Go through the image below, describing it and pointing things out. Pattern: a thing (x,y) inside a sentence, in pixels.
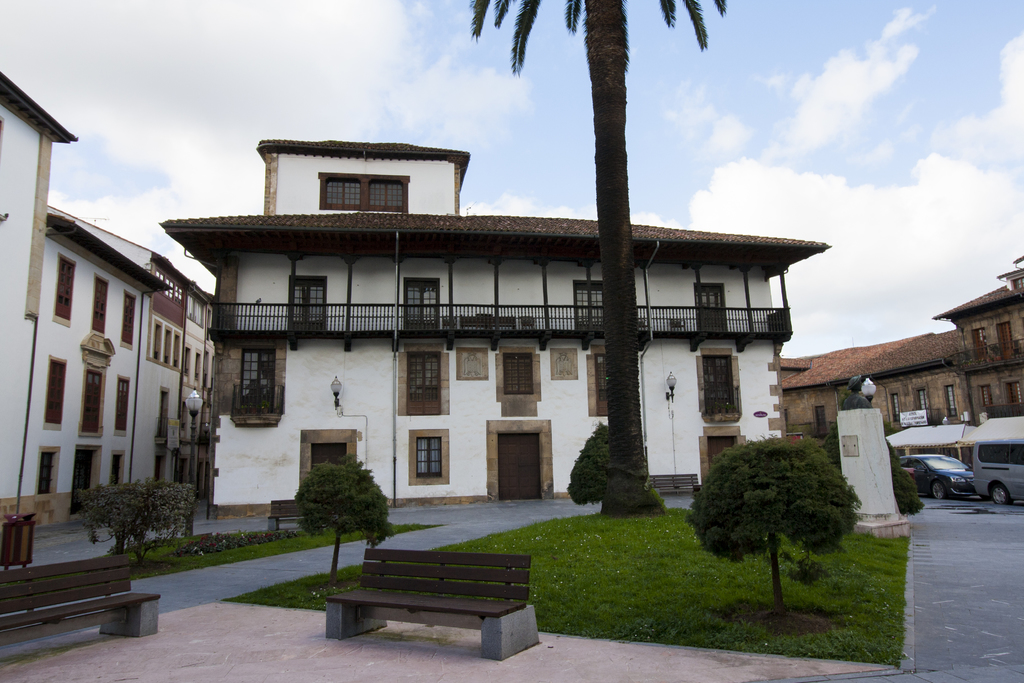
At the top (850,167) we can see sky (431,93) with clouds (456,109). These are buildings (737,387). This is a door (532,457) and window (432,461). Here we can see benches (57,617). We can see plants (714,522) and grass (788,590). Here on the road (996,514) we can see vehicles (962,495).
